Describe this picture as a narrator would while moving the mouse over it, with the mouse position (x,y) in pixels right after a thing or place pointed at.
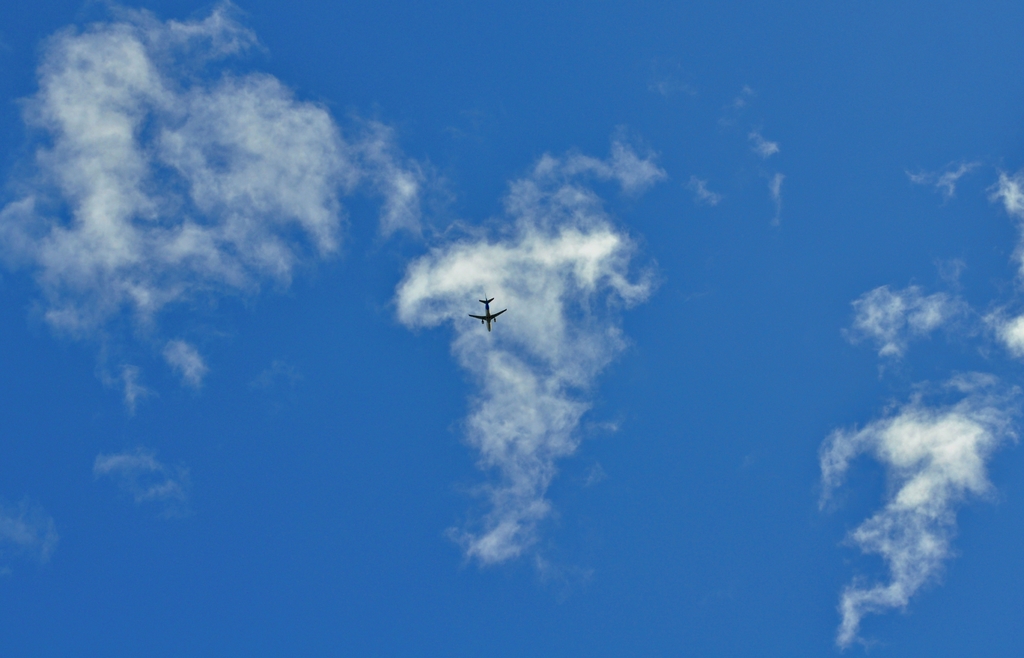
In the center of the image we can see an airplane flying in the sky (481,267). The sky (470,281) looks cloudy.
